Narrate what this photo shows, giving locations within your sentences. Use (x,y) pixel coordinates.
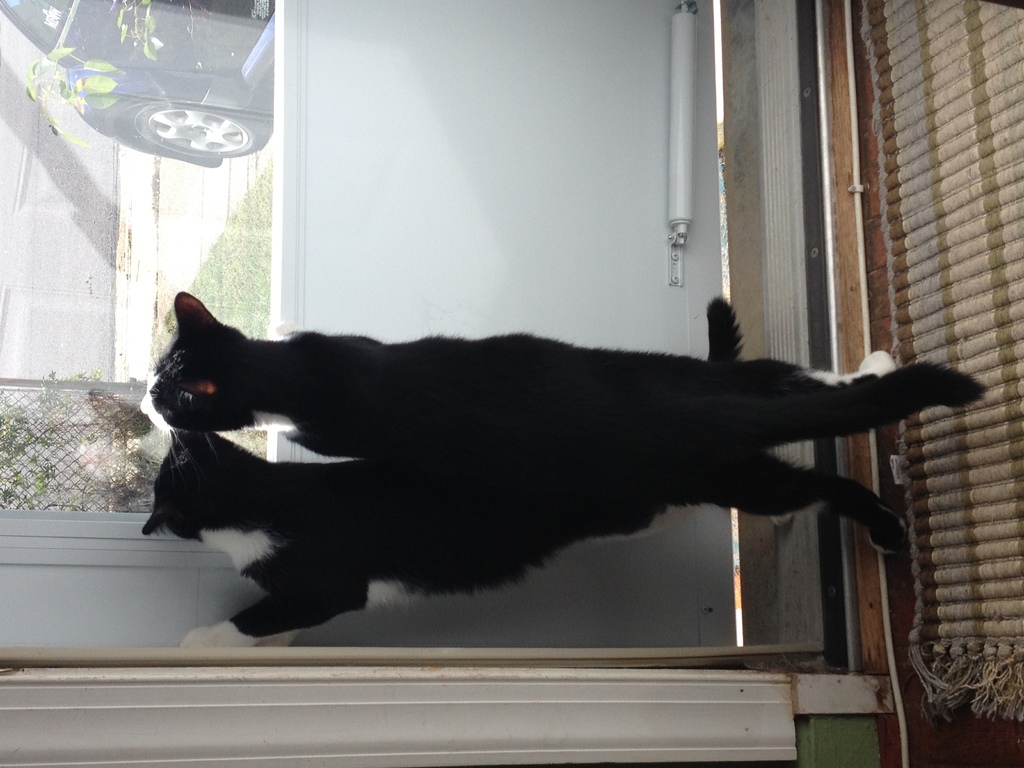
In the foreground (389,479) I can see two cats (361,408), glass window (47,319), fence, grass (224,289), vehicle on the road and wall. This image is taken may be in a room (466,750).
